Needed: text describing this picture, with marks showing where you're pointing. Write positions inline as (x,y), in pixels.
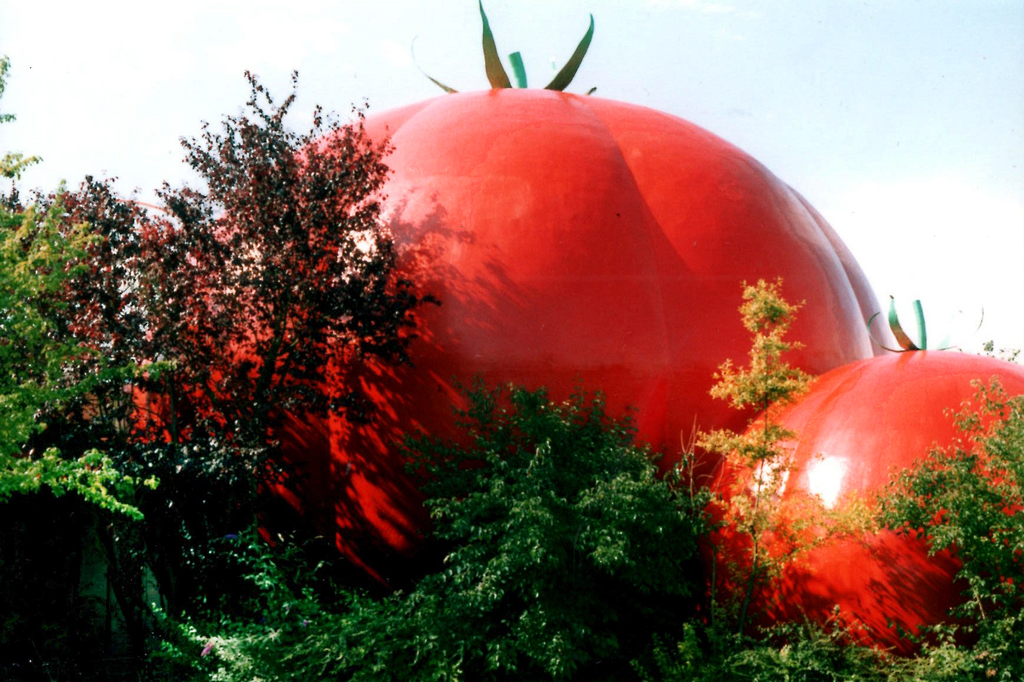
In this image we can see trees (979,604). Also there are structures (529,259) in the shape of tomatoes. In the background (458,68) there is sky (881,169).
